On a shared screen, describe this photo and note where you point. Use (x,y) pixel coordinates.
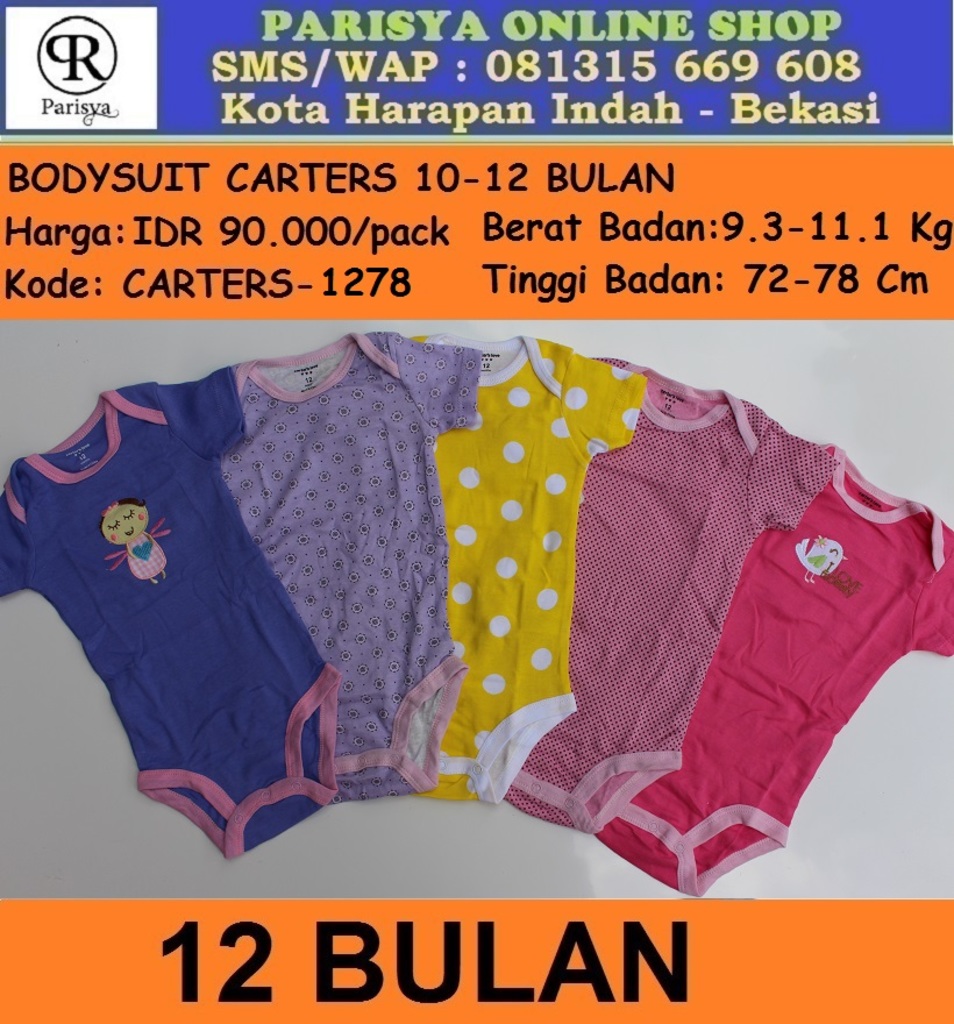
In this image, we can see a poster (596,39) with some text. We can also see some clothes (297,601) on the surface (3,387).
